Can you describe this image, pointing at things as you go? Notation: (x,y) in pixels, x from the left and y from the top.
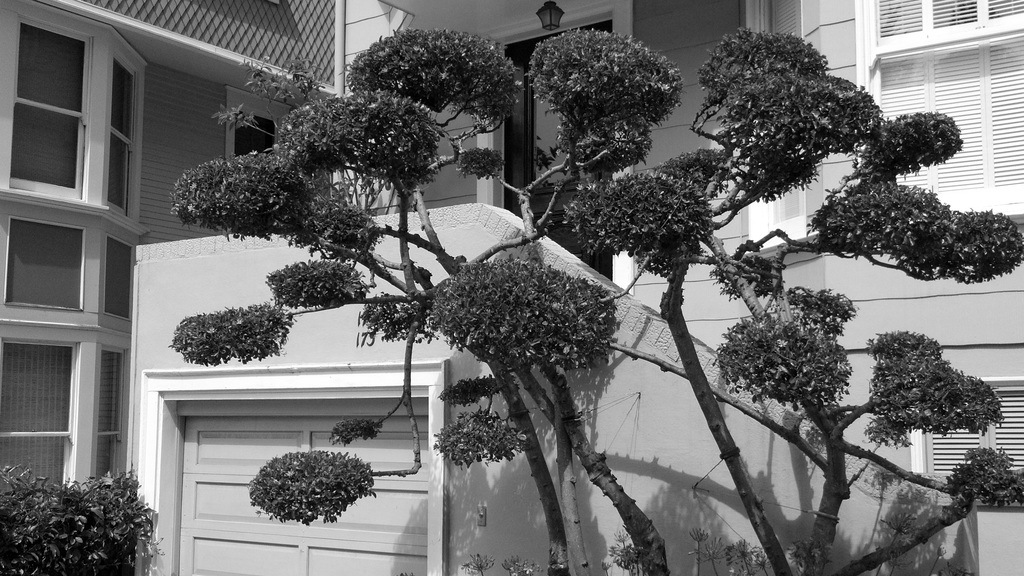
In this image, there is a tree (768,184) in front of the building (370,397). There is a plant (100,517) in the bottom left of the image (63,543).
